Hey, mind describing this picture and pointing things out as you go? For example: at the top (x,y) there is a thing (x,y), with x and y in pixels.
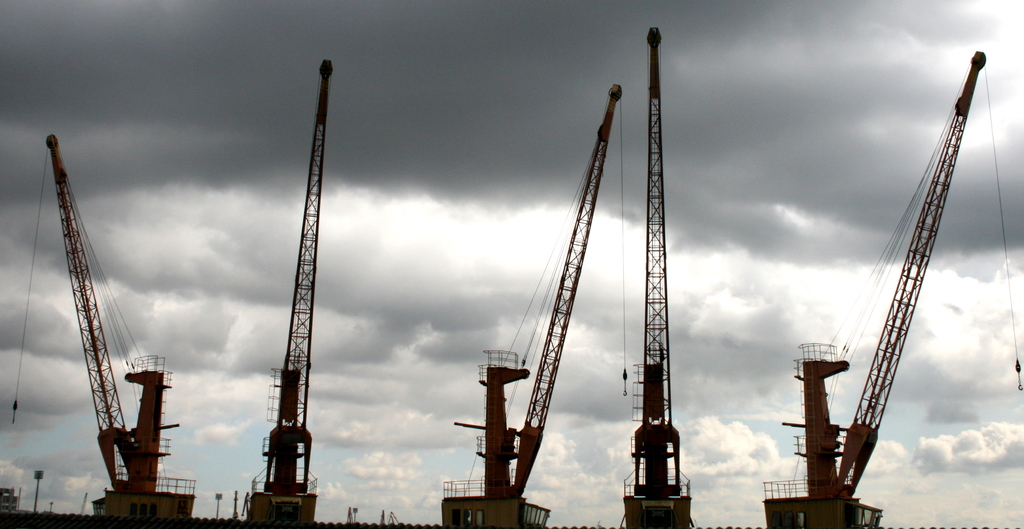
This picture shows few cranes (150,417) and we see a blue cloudy sky (582,315).
